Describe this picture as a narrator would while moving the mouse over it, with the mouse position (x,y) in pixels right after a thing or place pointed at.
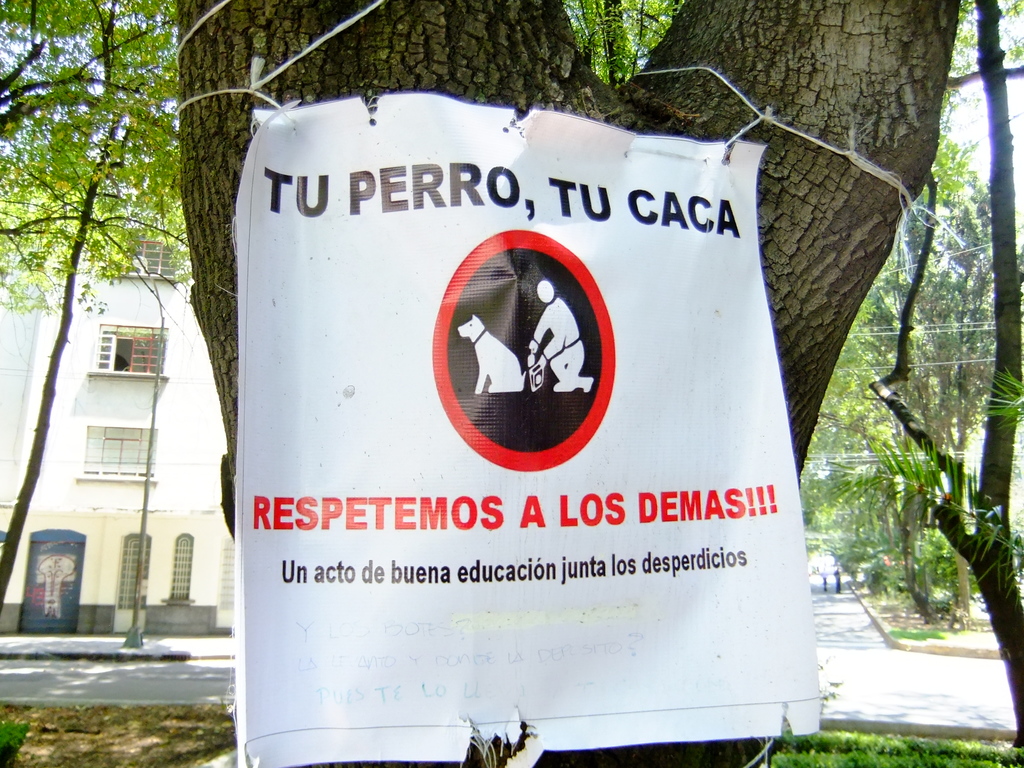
In this image, in the middle (599,396), we can see a poster (609,266) which is attached to a tree (802,159), on the poster (670,493), we can see some pictures (501,341) and text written on it. In the background (198,449), we can see some trees (50,399), building (92,410), glass window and few people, street light (154,476), door (50,589). At the top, we can see a sky (979,104), at the bottom (925,705), we can see a road (922,719) and a grass (847,746).
